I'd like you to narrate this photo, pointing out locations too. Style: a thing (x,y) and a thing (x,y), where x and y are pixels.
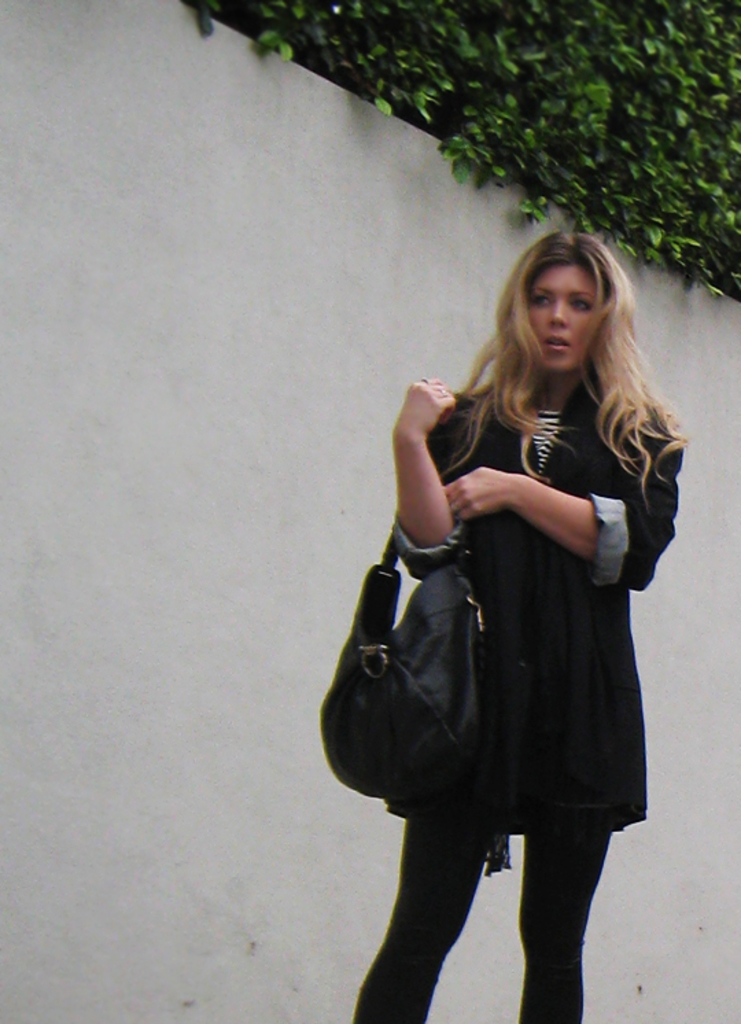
In this image i can see a woman (611,733) is carrying a bag (434,754).
